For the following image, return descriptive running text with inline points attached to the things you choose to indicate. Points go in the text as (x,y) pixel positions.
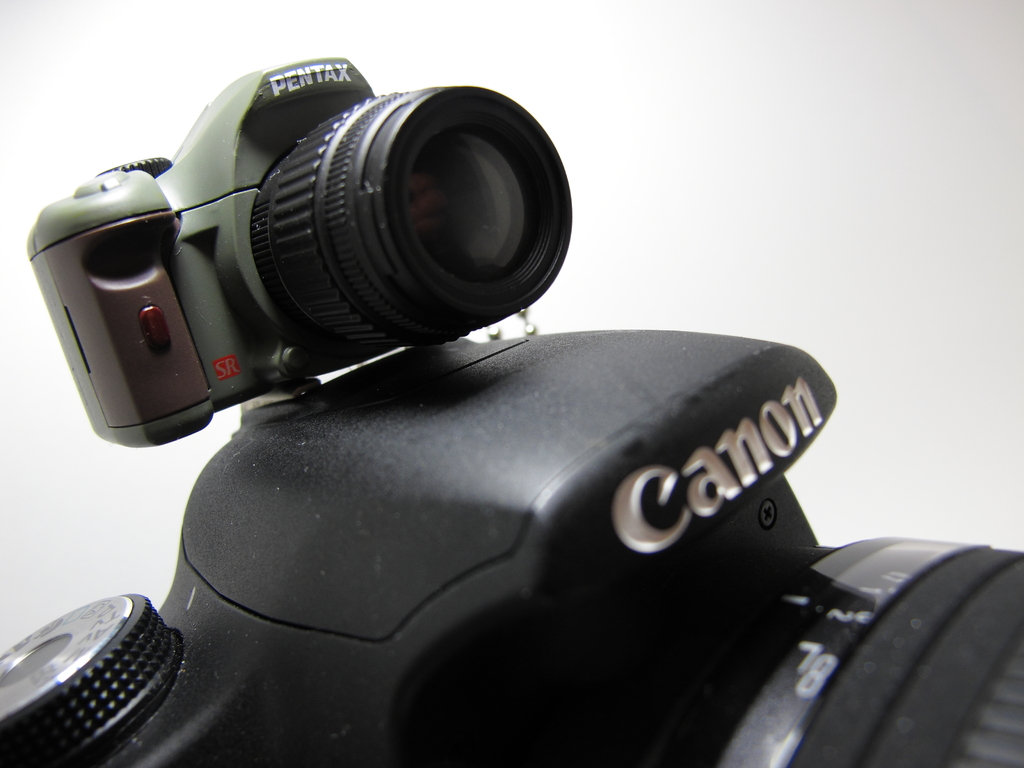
It is a zoom in picture of a PENTAX (315,105) and a CANON camera (679,509). The background (882,180) is white in color.
